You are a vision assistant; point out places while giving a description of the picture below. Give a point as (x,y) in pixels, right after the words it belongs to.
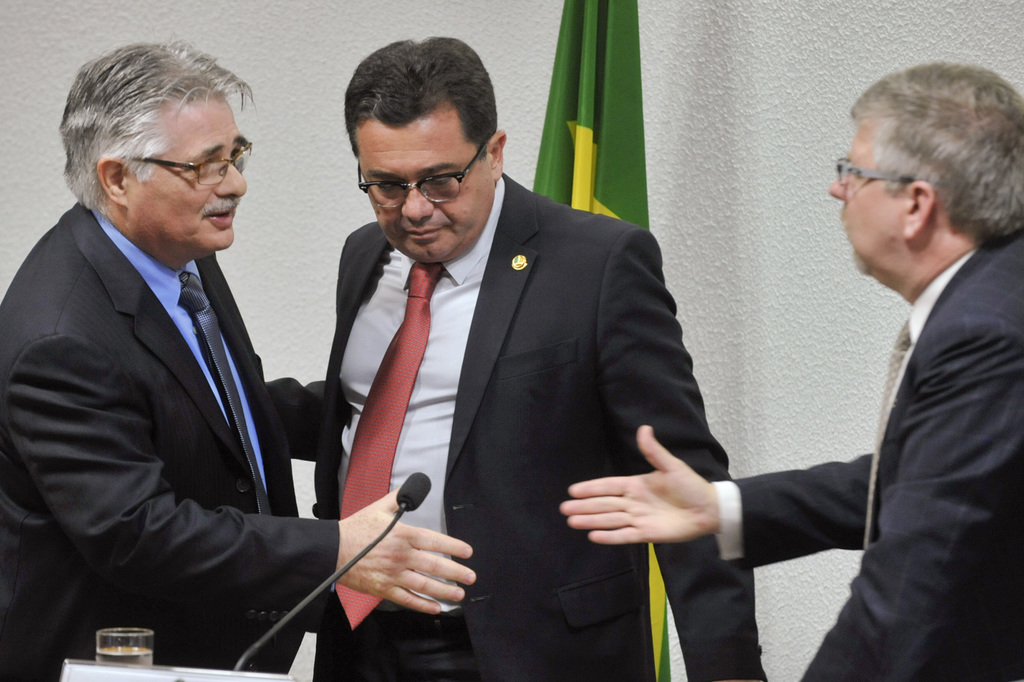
In this image we can see three persons (411,314) who are wearing suits (206,435) and spectacles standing and at the foreground of the image (153,628) there is glass (110,657), microphone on the table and at the background of the image (595,213) there is some flag (569,135) and wall (722,287).
